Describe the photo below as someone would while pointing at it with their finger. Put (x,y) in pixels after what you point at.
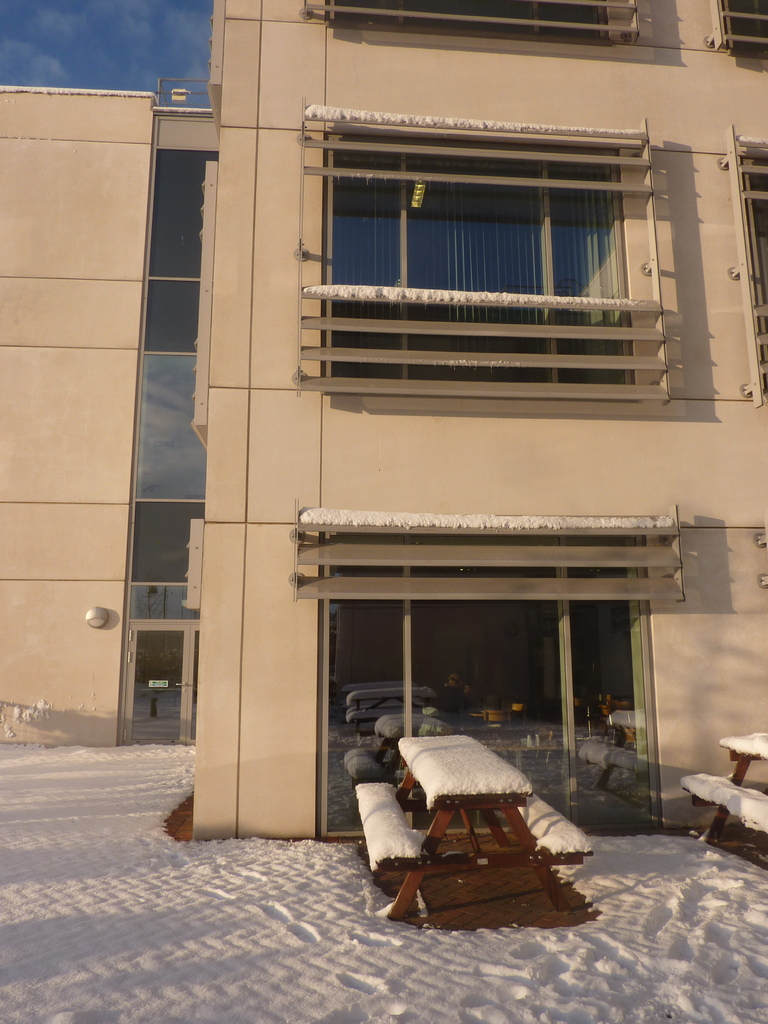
In the picture we can see the building (222,825) with glass windows (141,486) and near it, we can see the snow surface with two benches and on the top of the building (79,189) we can see the sky (90,36) with clouds (32,57).
